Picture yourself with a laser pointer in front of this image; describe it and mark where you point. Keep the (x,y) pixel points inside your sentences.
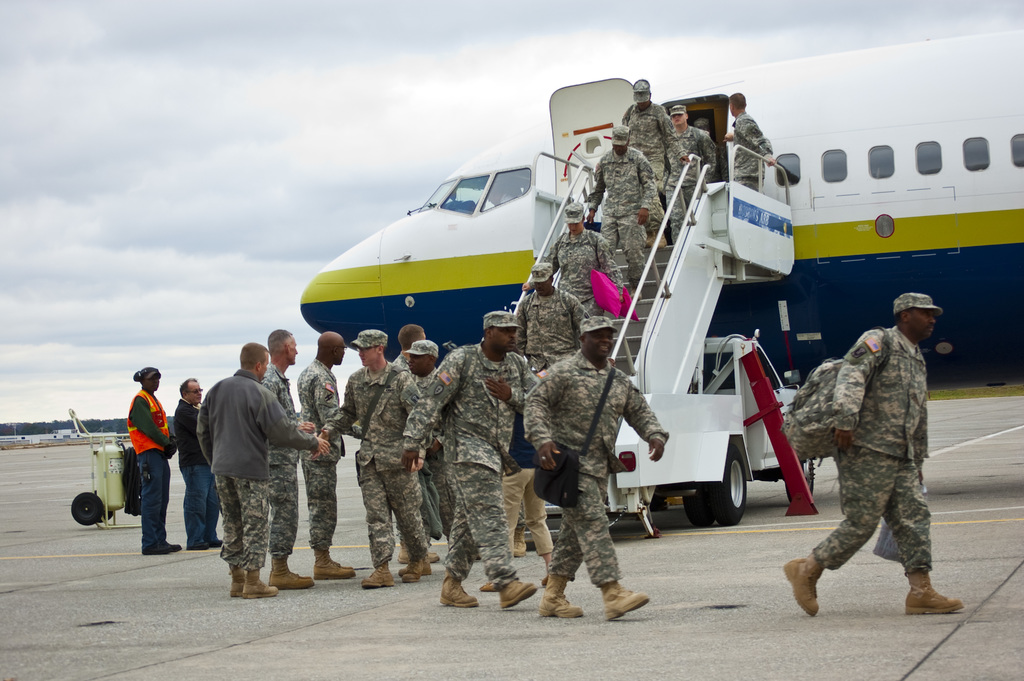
In this picture we can see a group of people (611,571) where some are standing on the ground (129,532) and some are walking on steps (614,346), airplane (454,317), bags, pillow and some objects (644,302) and in the background (204,375) we can see the sky (50,413) with clouds (264,100).
